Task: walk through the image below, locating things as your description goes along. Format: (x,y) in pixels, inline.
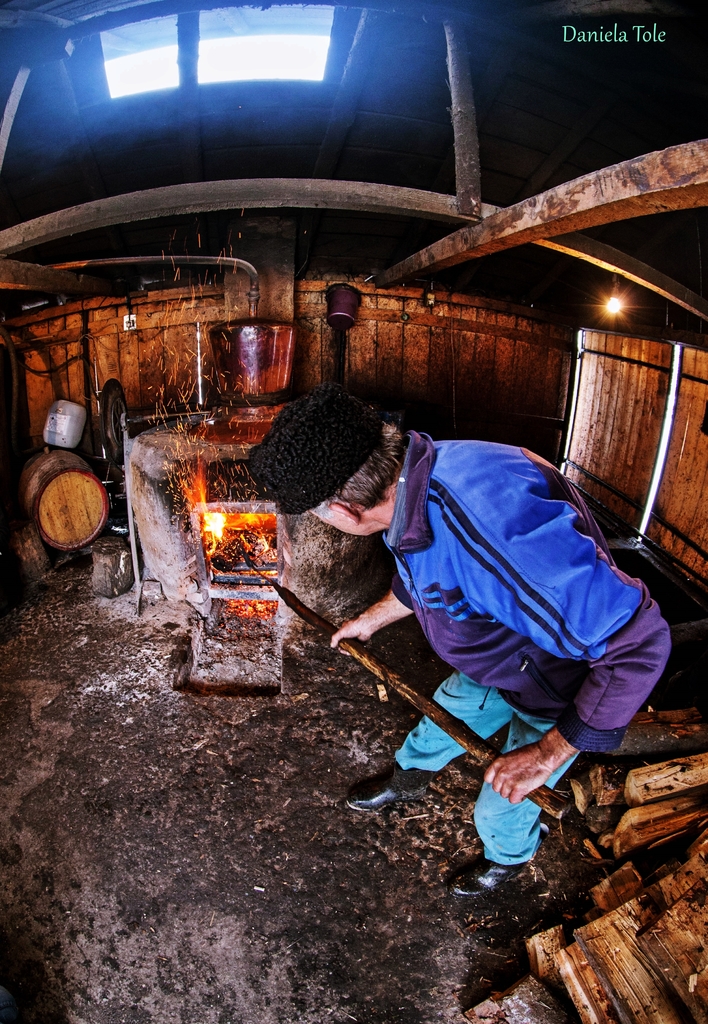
In this image I can see a person (288,471) standing and holding a stick (296,604). The person (499,660) is wearing blue and purple color dress (499,648), background (322,375) I can see the fire place (256,604) and I can see the wooden wall (76,303) and I can also see a light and a window (135,46).
